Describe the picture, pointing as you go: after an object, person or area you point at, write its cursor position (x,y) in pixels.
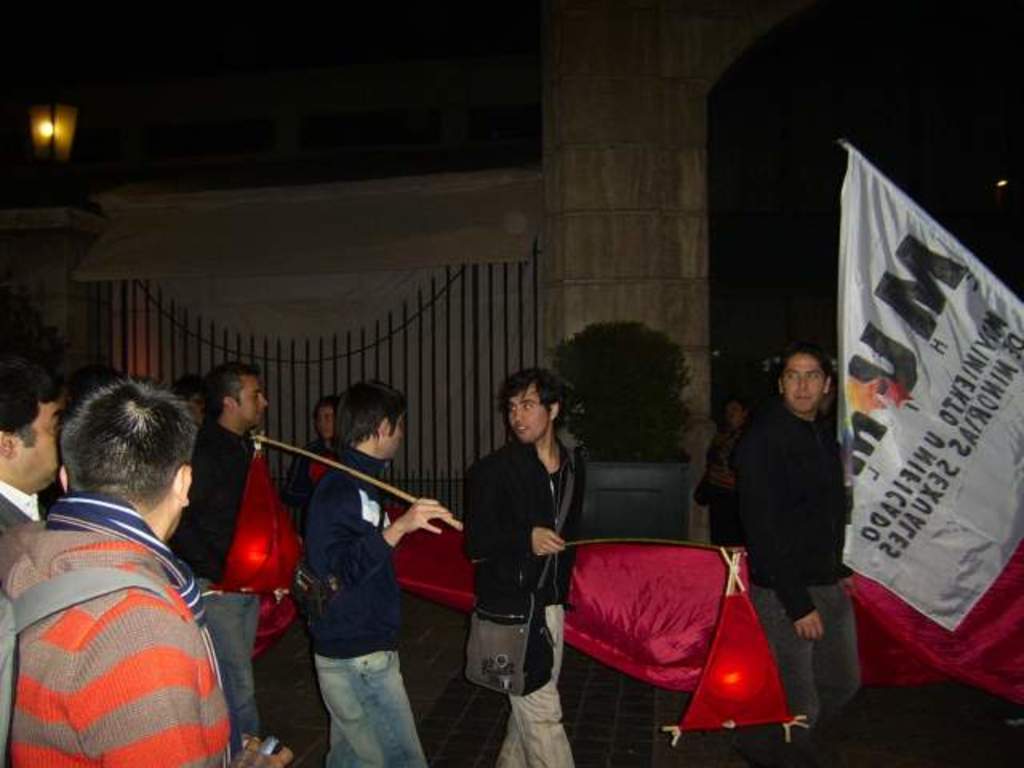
In this picture I can see there is a group of people (544,570) walking and there is a white banner (913,491) on right side (973,339) and there is a fence (407,294) in the backdrop (444,289) and there is a pillar (20,213) with a light (53,113).
